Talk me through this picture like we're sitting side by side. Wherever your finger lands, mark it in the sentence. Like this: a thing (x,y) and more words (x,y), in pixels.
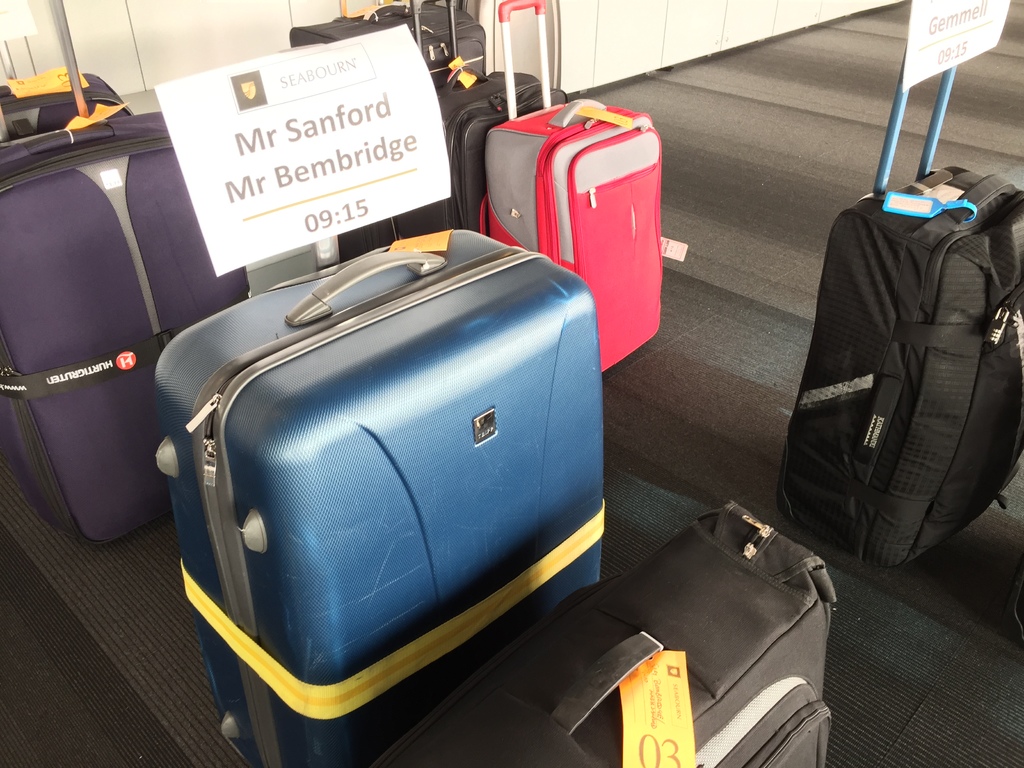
In this Image I see number of bags (942,295) on which there are two boards (975,13) over here and there are names (369,136) written on it and I see the numbers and In the background (718,37) I see the wall (43,29).
